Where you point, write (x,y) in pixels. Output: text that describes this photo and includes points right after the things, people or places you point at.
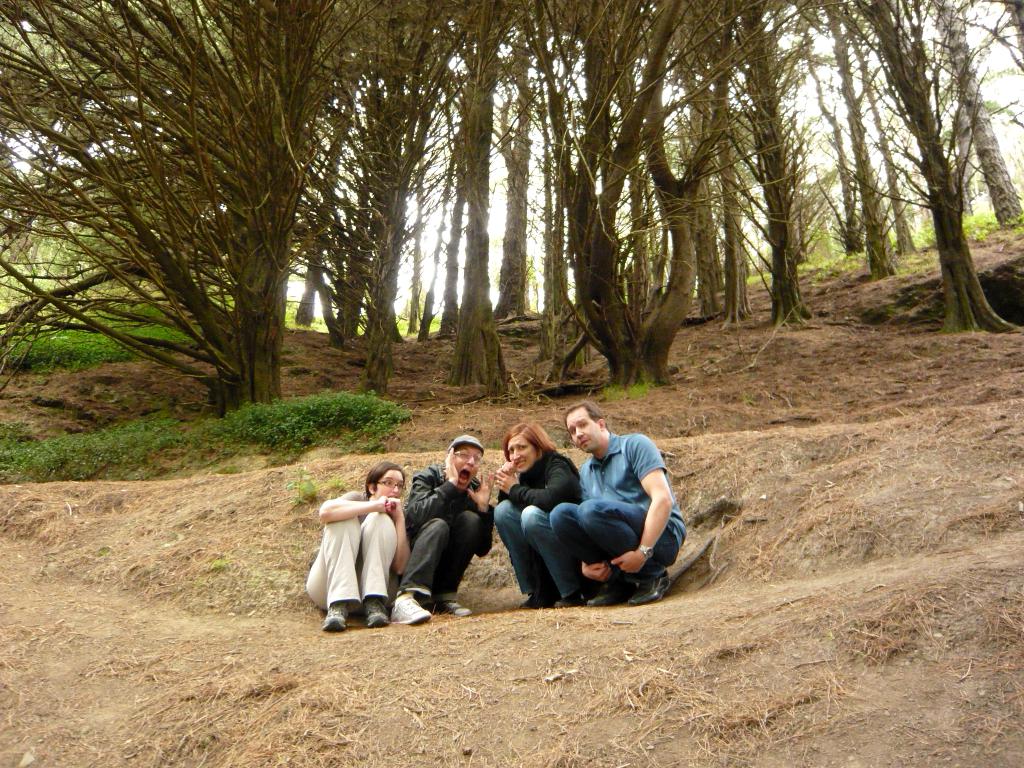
In this picture we can see four people (434,539). We can see some dry grass (270,611) on the ground (636,684). There are a few plants (100,458) and trees (666,130) are visible in the background (291,261).
